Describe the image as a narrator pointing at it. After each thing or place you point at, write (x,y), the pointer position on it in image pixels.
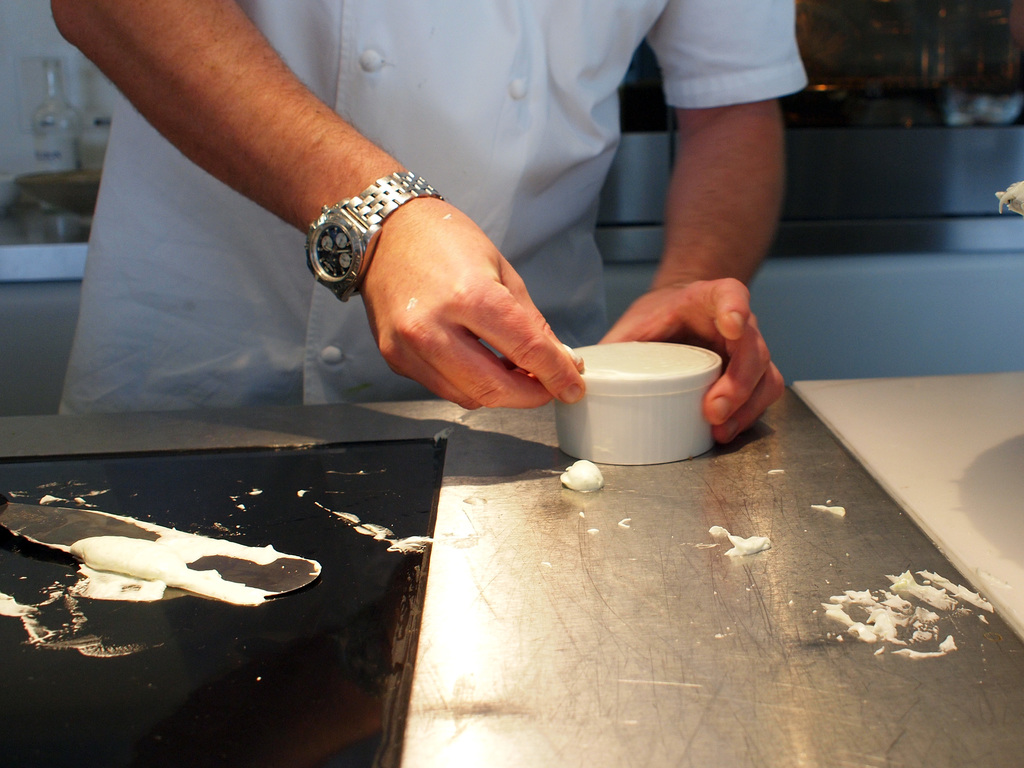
In this image we can see a human hand (274,90), wearing a watch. There is a table (785,549). A small box (607,348) is there on the table (10,451).
